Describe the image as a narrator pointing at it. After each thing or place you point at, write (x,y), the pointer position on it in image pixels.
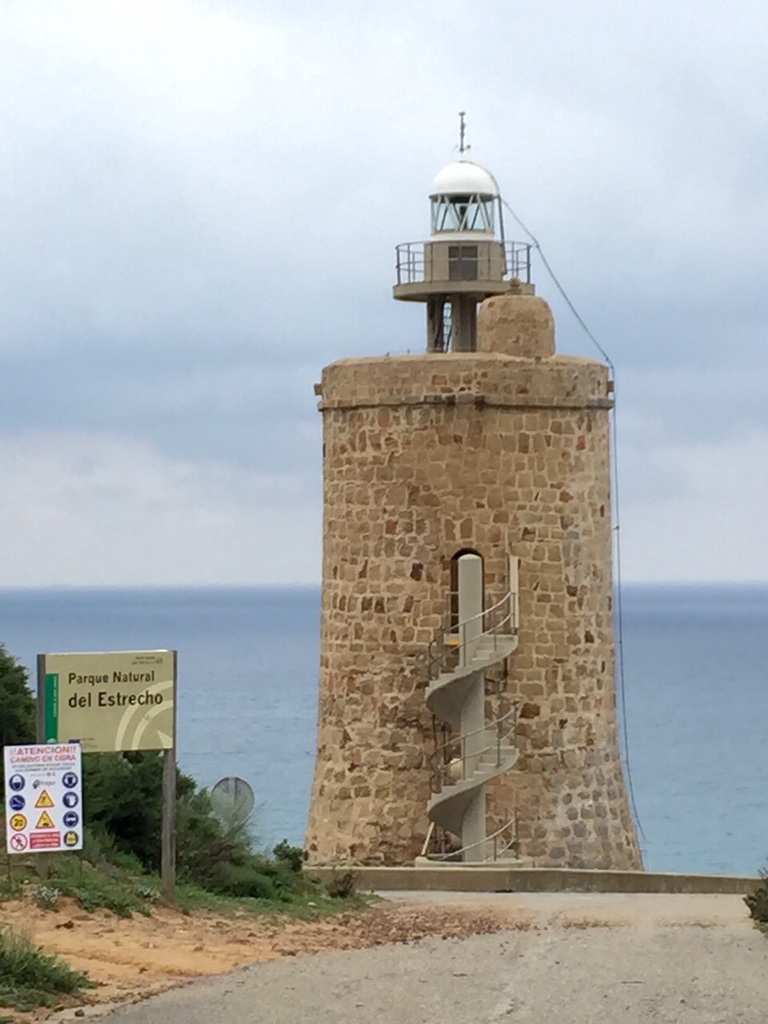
In this image I see a tower (413,771) and I see the steps (464,703) over here and I see the path (404,953) and I see 2 boards (26,758) over here on which there is something written and I see the plants (94,785). In the background (230,707) I see the water (291,633) and the sky (381,297) which is a bit cloudy.
